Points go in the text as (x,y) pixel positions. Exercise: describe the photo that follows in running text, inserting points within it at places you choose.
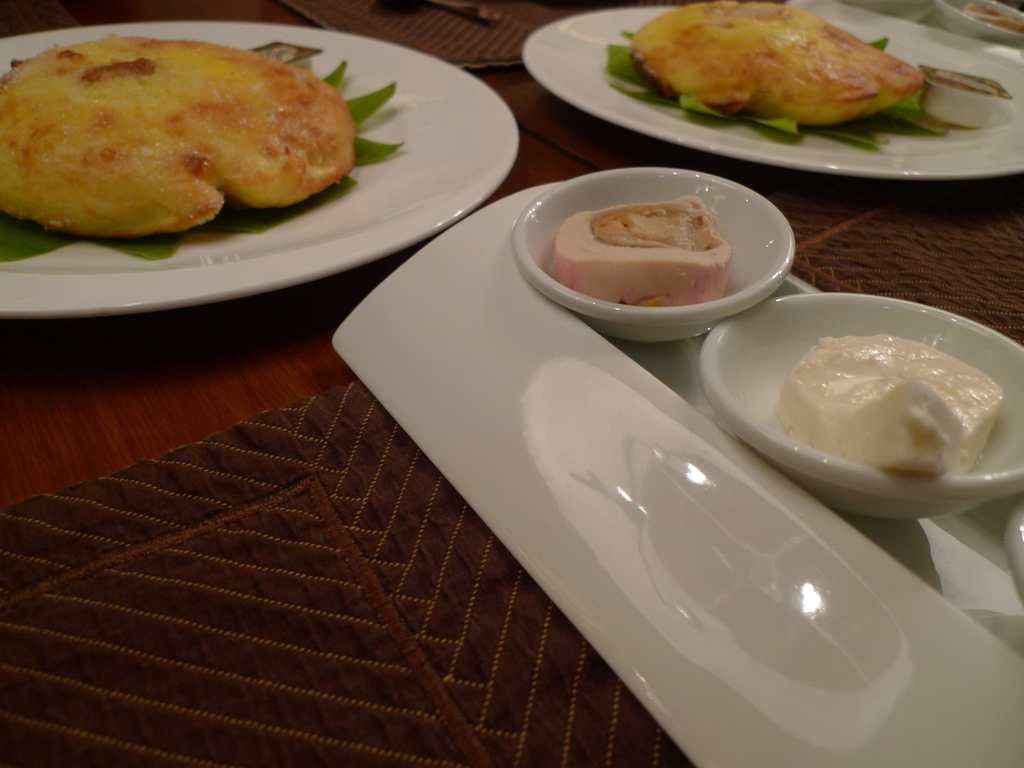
In this picture we can see some food items (635,62) and other objects (488,108) on a wooden table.
